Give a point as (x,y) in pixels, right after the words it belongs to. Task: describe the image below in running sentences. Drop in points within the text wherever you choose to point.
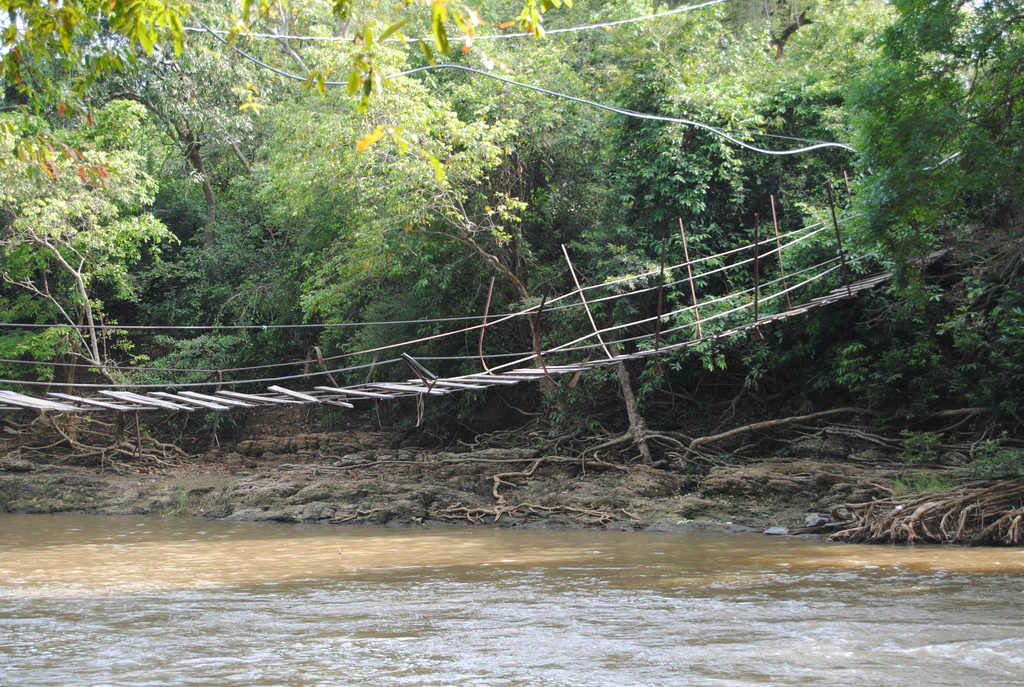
In this image I can see water (459,546) in the front (380,585) and over it I can see a bridge (756,271). In the background (578,212) I can see number of trees (550,160).
